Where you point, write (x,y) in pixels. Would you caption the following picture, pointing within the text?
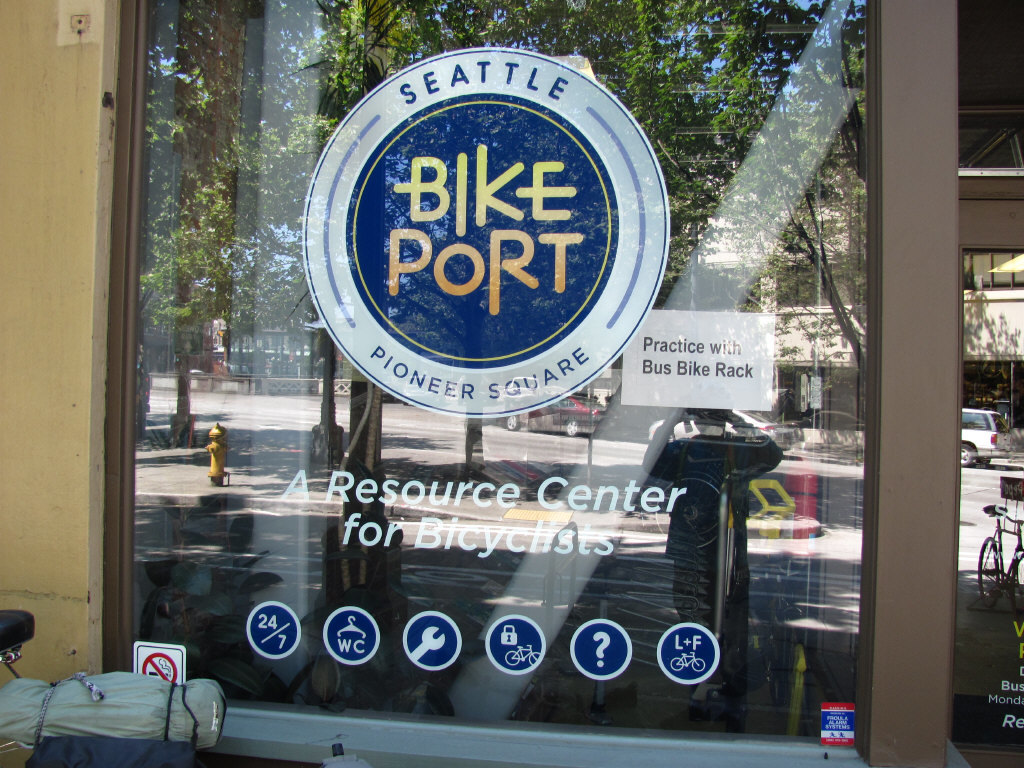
There is a glass wall (676,471) with a notice (696,381) and a logo (535,249). On that there are some icons (453,623) and something written on that. Through the glass wall (510,289) we can see trees (810,140), buildings (700,298), vehicles (680,424), road (822,453) and many other things (754,456).
